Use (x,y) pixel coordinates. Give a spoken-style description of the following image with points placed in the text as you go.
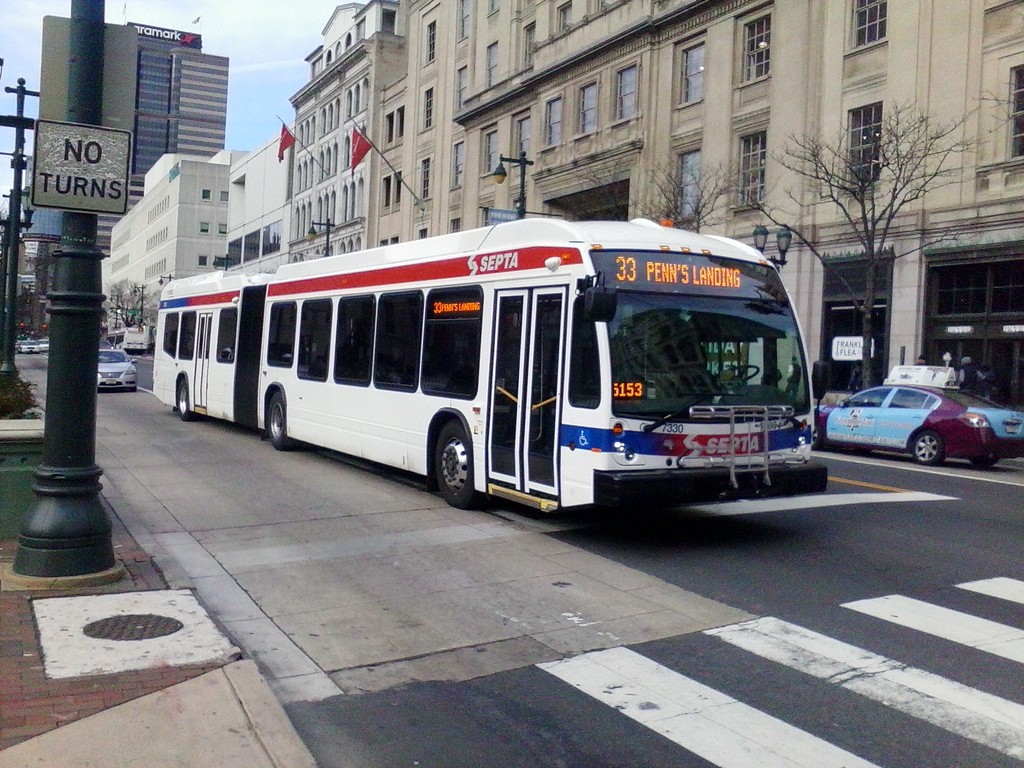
In this picture we can see some vehicles (314,376) on the road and on the left side of the vehicles (207,374) there are poles (65,336). On the right side of the vehicles (394,345) there are trees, buildings (441,198) and a sky (279,102).
